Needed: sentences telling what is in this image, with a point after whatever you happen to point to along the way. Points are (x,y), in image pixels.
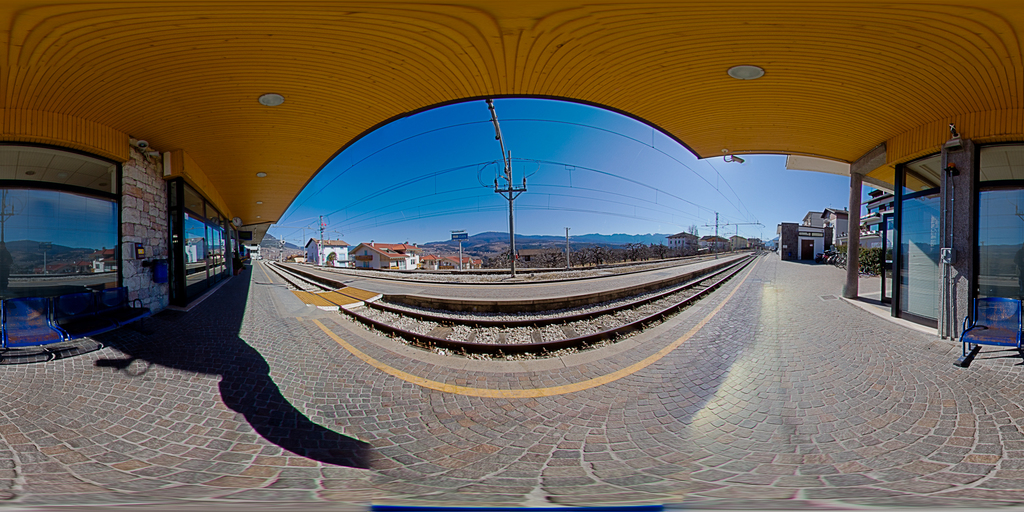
In this image there is a road (463,406) at the bottom (491,429). There is a wall (140,162), there are chairs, there are windows (37,272) in which we can see mountains (71,255), sky (76,243), buildings (107,263) on the left corner (98,244). There is a wall (959,202), a pillar (858,225), windows (893,288), chairs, there are buildings (829,238) on the right corner (834,226). There is railway track (503,337). There are poles (520,190), trees (585,249), buildings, mountains (524,241) in the background (542,237). And there is sky (581,156) at the top (569,164). We can see lights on the roof (489,51).
